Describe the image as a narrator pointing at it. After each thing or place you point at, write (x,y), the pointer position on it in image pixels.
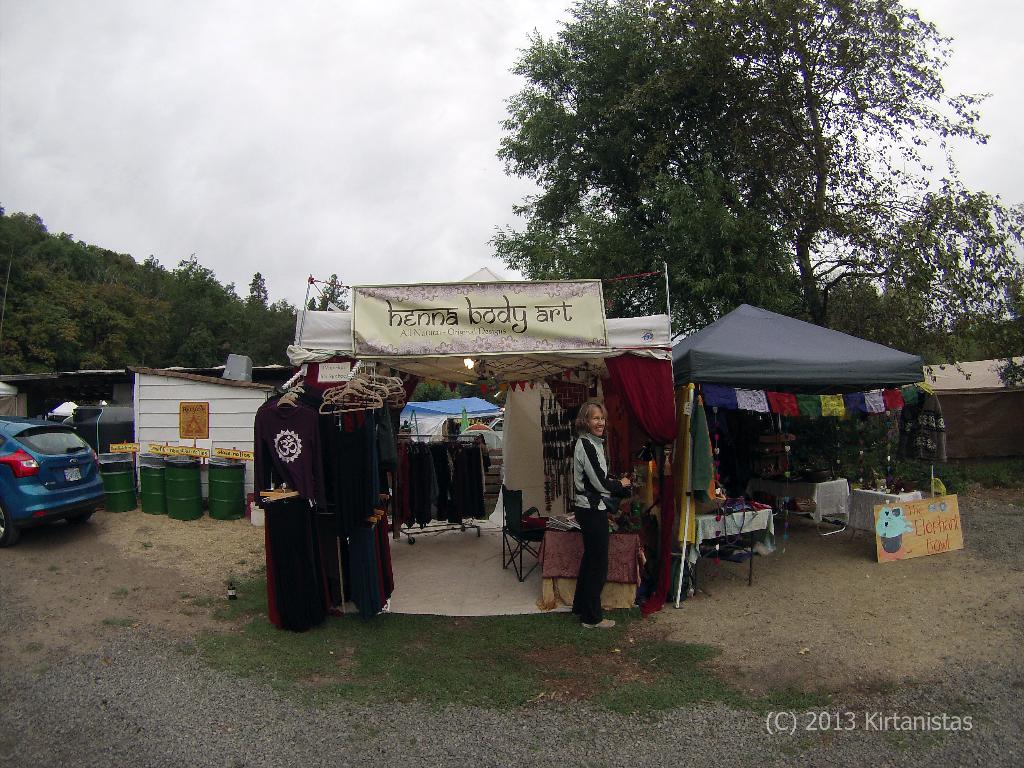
There is a woman (598,419) standing and we can see stalls (615,436), tents (820,365), clothes (321,494) and banner (527,312). We can see grass (262,578), barrels (226,490), boards (195,405), car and shed (214,426). In the background (356,272) we can see trees (780,143) and sky (461,155). In the bottom right side of the image (896,725) we can see text (880,726).
